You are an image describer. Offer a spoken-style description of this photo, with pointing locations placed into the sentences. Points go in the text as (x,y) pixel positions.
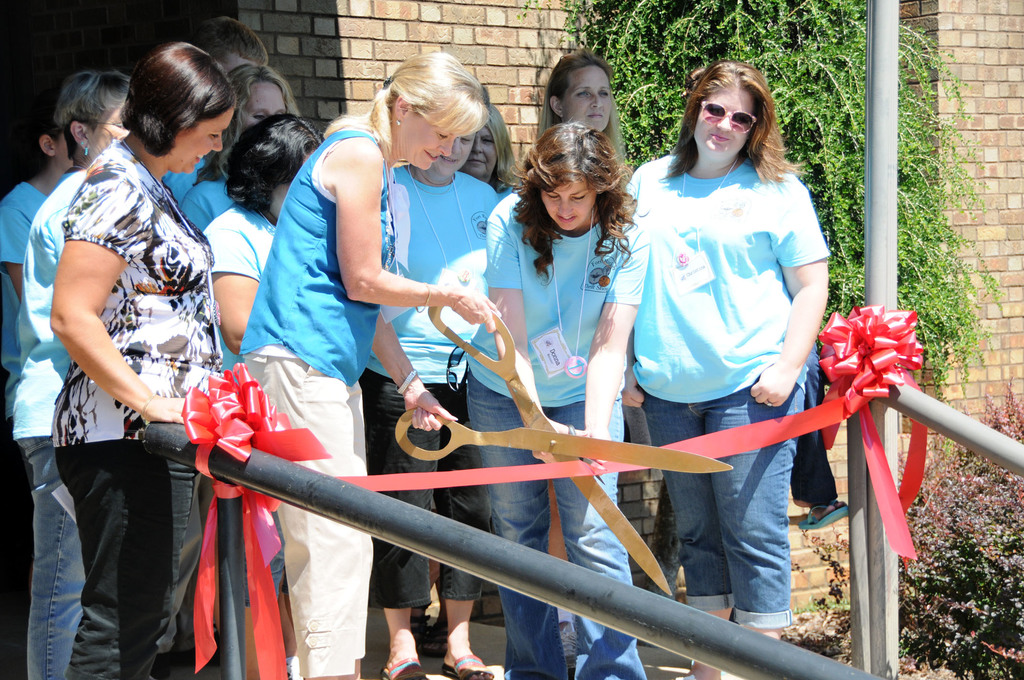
In this picture we can see some people (402,232) standing here, there is a ribbon (507,473) here, we can see scissors (532,445) here, in the background (728,37) there is a wall (525,41) and a tree (715,17).
